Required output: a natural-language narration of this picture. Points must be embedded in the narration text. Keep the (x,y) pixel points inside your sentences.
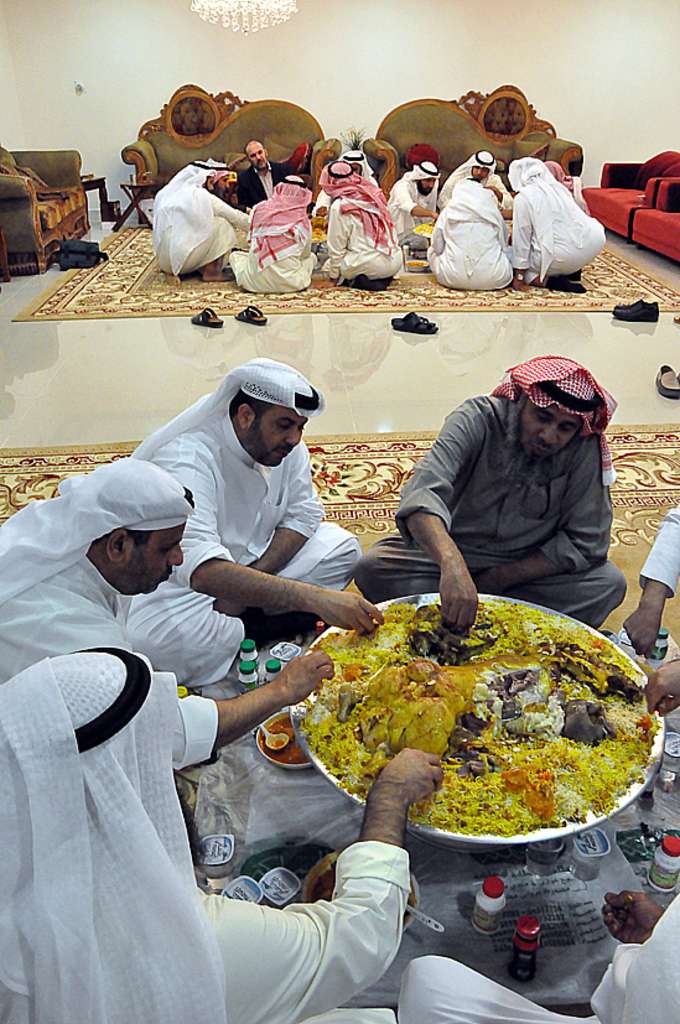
In this picture there is a group of persons (298,955) who are eating the food (596,739). On the plate (610,650) I can see the rice (607,766) and non-veg (503,729). Beside them I can see the water bottles (246,671). In the back (450,206) I can see another group of persons (332,232) who are sitting on the carpet (353,294), beside them I can see the couches (655,181), slippers (246,319) and shoes (649,320). At the top (271,11) I can see the chandelier (253,3).
